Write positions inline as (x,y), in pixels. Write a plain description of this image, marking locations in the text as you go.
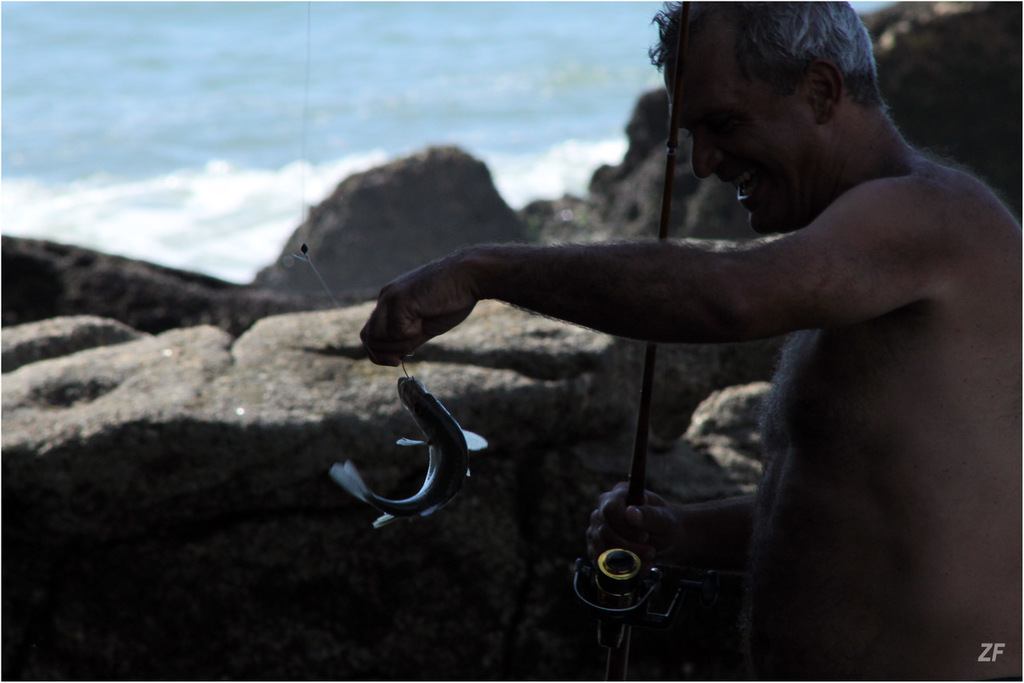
In this image, we can see a person (838,519) is holding a stick (611,553). Here we can see a fish (427,502). Background (503,499) we can see rocks (470,361) and water (287,174).
